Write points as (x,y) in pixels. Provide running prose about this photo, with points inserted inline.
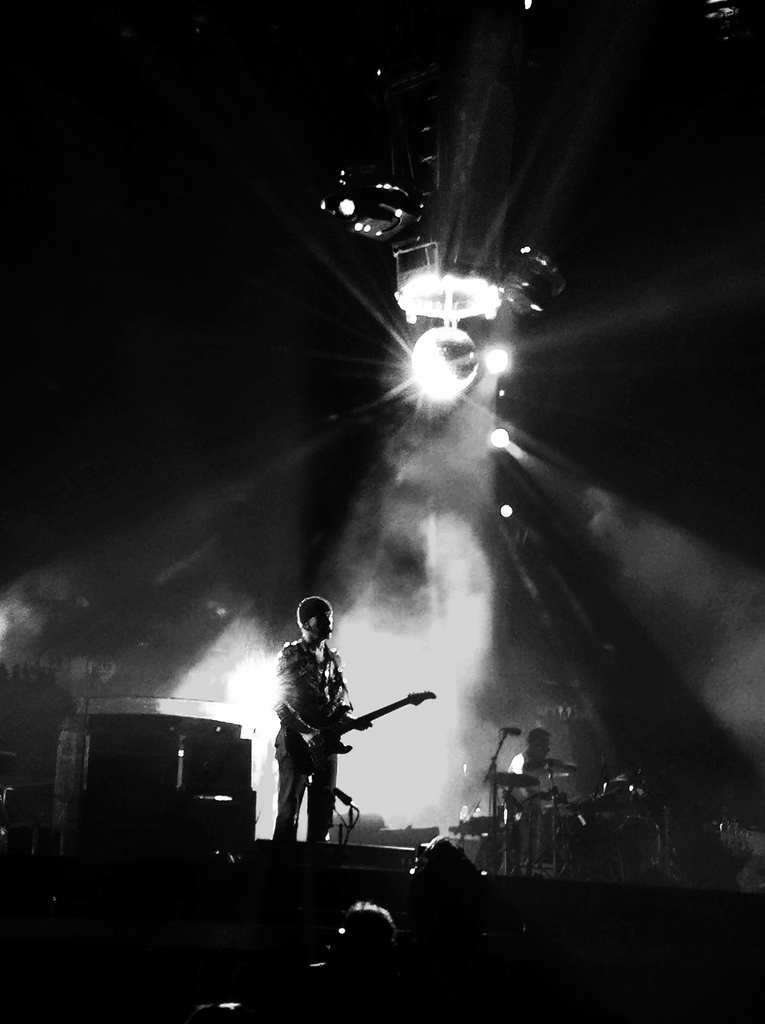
It is a black and white image it looks like a musical concert, there are two people (312,610) in the picture one person (326,610) is standing and playing the guitar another person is sitting and playing drums (589,819), in the background (446,320) there is a lot of light (394,505) and it is very dark.
